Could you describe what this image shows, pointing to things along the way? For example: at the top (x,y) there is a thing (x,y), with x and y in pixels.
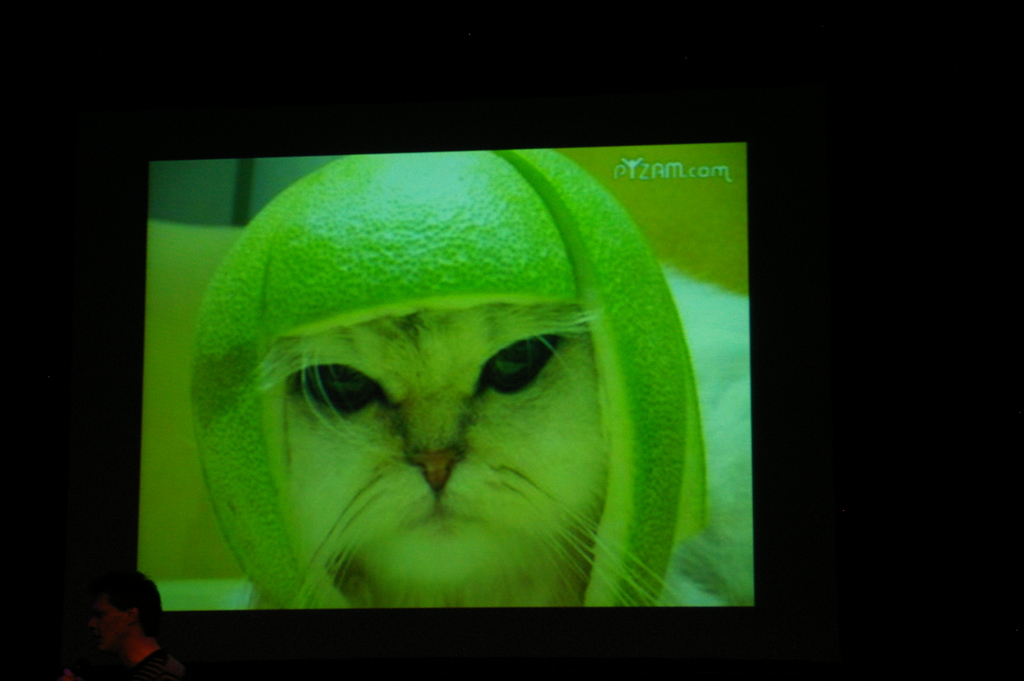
In this image I can see a cat (303,421) and I can also see a green colour thing (556,244) on the cat's head (460,346). On the right side of this image (699,163) I can see a watermark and on the bottom left side (144,673) I can see a person (107,591).
